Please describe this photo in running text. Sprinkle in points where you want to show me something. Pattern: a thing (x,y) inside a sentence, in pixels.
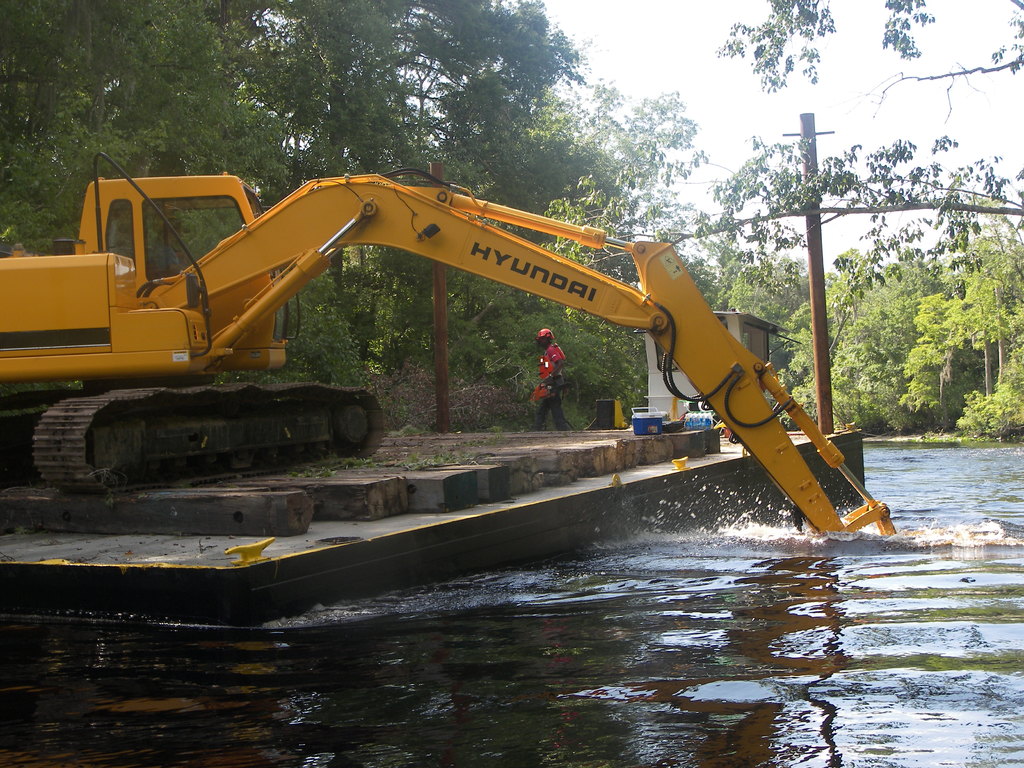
At the bottom of the image (217,645) there is water (62,674). In the middle of the image (608,299) there is a excavator (179,434). Behind the excavator (681,303) a man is standing and there are some boxes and shed (766,323). At the top of the image (379,8) there are some trees (30,34) and poles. Behind the trees (533,43) there is sky (633,10).
